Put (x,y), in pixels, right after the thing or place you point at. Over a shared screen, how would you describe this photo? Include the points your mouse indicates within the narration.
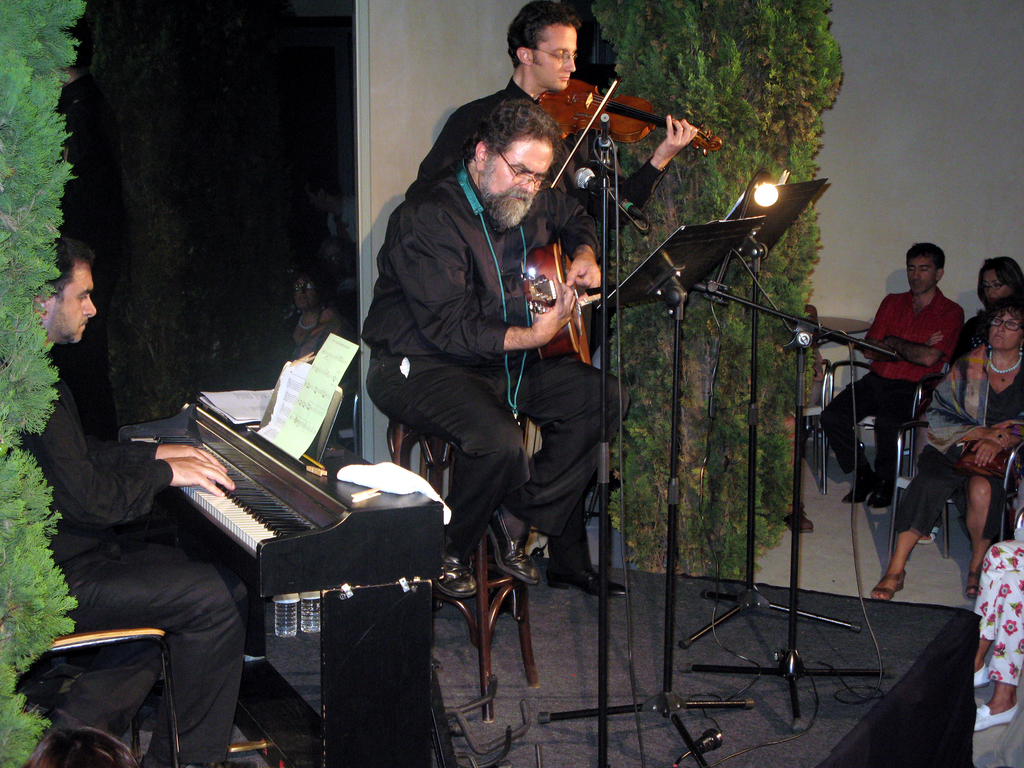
In the given image we can see that there are three men (147,470) performing. These are the musical instruments (244,531). There are the audience (872,393) sitting on the chair (901,434) are watching these people (492,325) performing. These are the water bottles (294,611).
